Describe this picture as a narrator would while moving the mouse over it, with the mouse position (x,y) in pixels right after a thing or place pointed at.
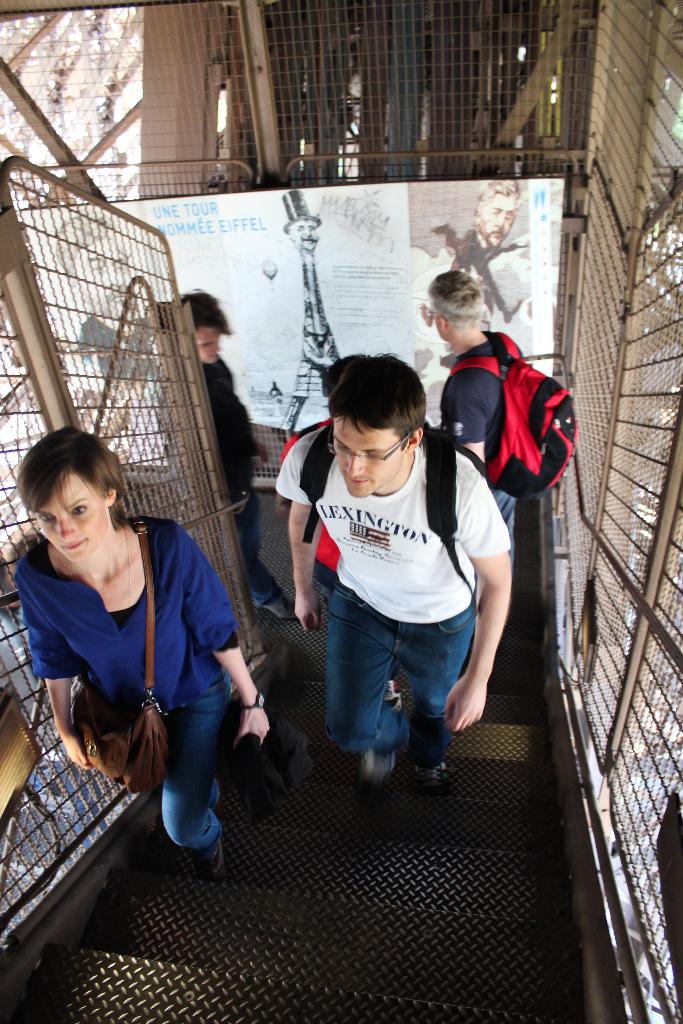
In this image we can see some group of persons (170,646) walking through the stairs (122,995) carrying bags (512,375) and there is fencing (49,851) on left (125,291), right and in the background of the image (246,35).
